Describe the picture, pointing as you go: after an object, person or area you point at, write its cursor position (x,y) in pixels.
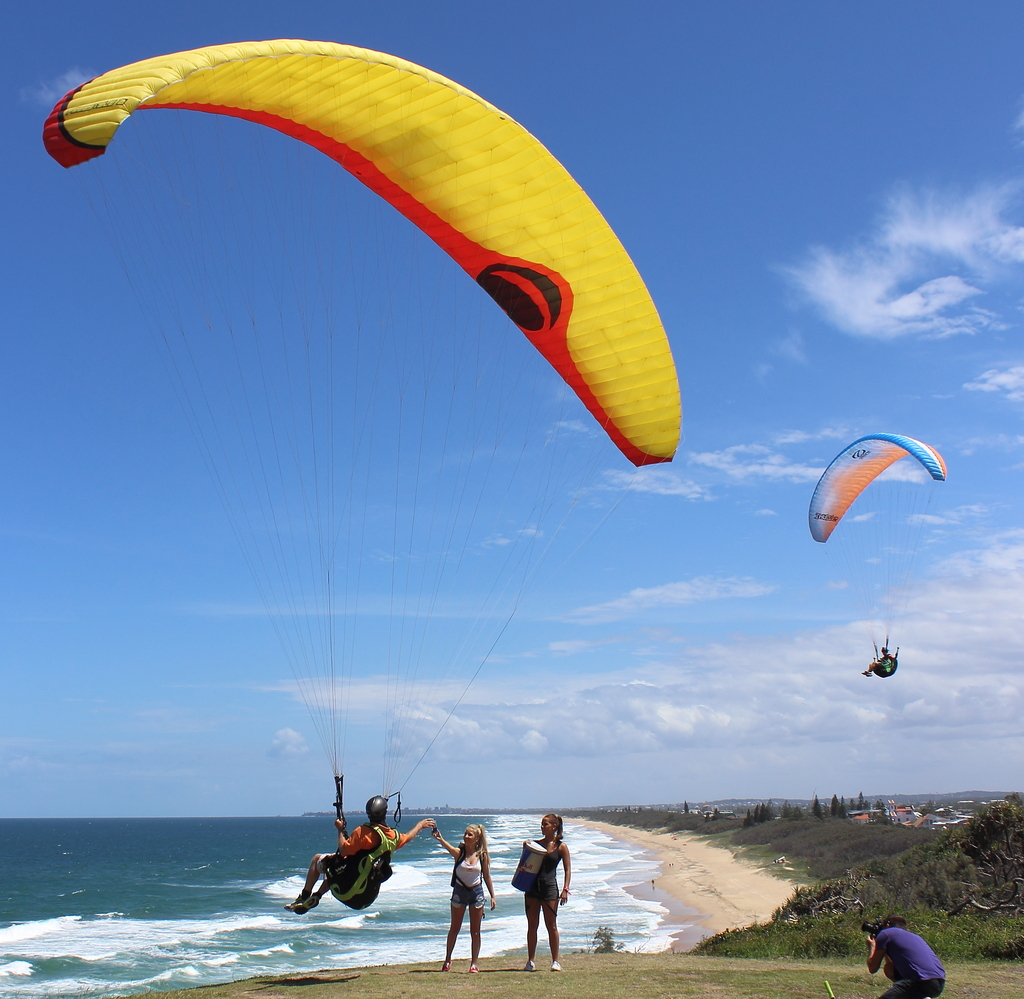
In the center of the image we can see two persons (478,879) are standing and holding some objects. In the bottom right side of the image (925,960), we can see one person (917,977) holding camera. In the background (668,796), we can see the sky (362,437), clouds (889,322), trees (869,834), grass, water (617,902) and two persons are Paragliding.
